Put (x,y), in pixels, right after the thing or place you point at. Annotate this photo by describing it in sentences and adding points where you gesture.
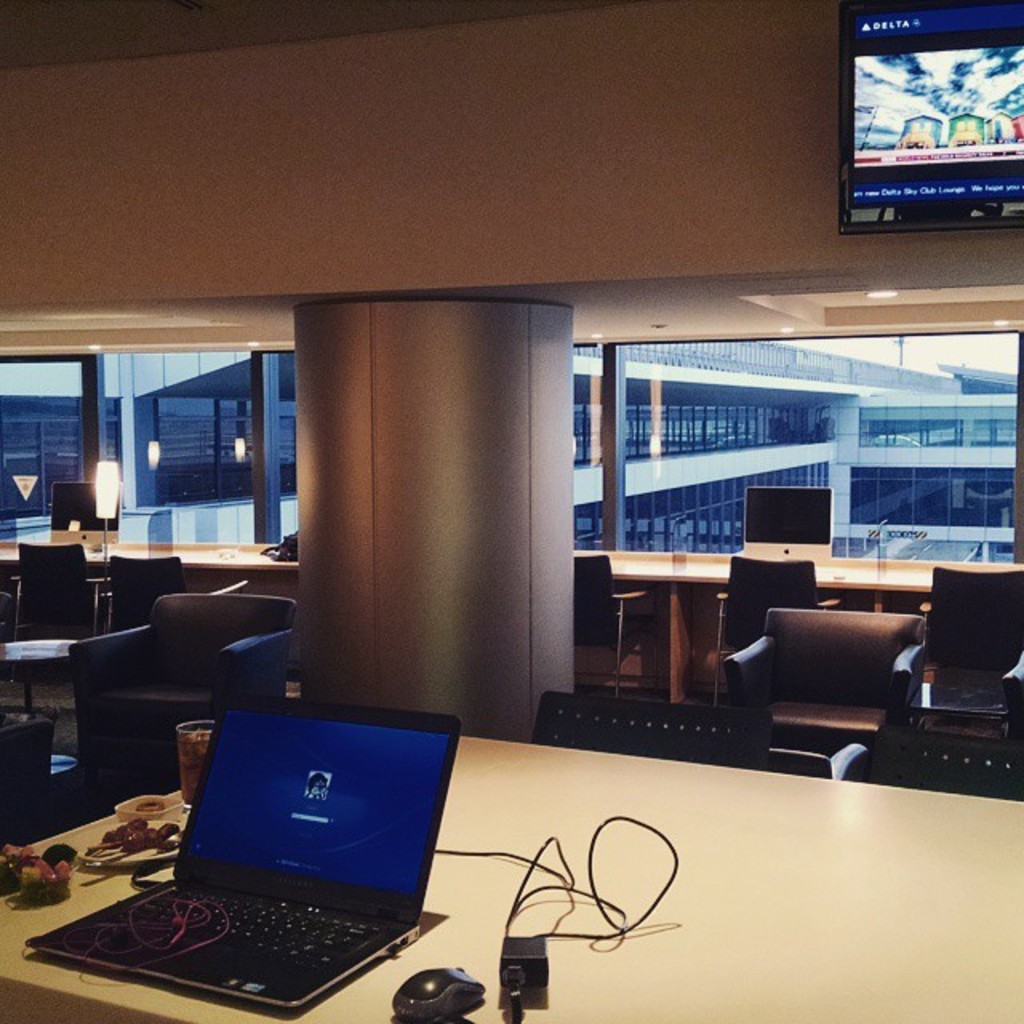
This picture is clicked inside the office (521,667) where there are empty sofas (832,677), chairs (724,599). On the top (484,172) there is a wall (481,201) and TV (914,159) is hanging on the wall (762,129) the screen (942,129) is running. In the background (848,404) there is a building (831,410). In the center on the table (820,918) there is a adapter (546,949), mouse (475,983), laptop (290,893), glass (186,760).
